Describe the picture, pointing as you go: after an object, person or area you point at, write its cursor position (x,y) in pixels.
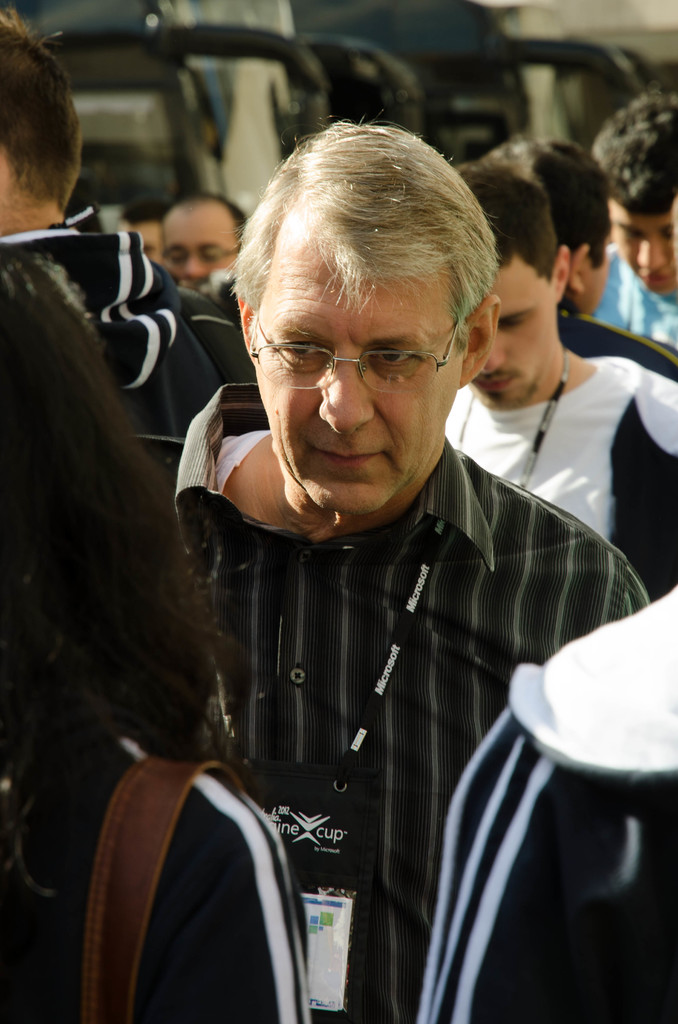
In the image there are few people (381,490), the first two men (491,560) were wearing Microsoft id cards (363,827).
